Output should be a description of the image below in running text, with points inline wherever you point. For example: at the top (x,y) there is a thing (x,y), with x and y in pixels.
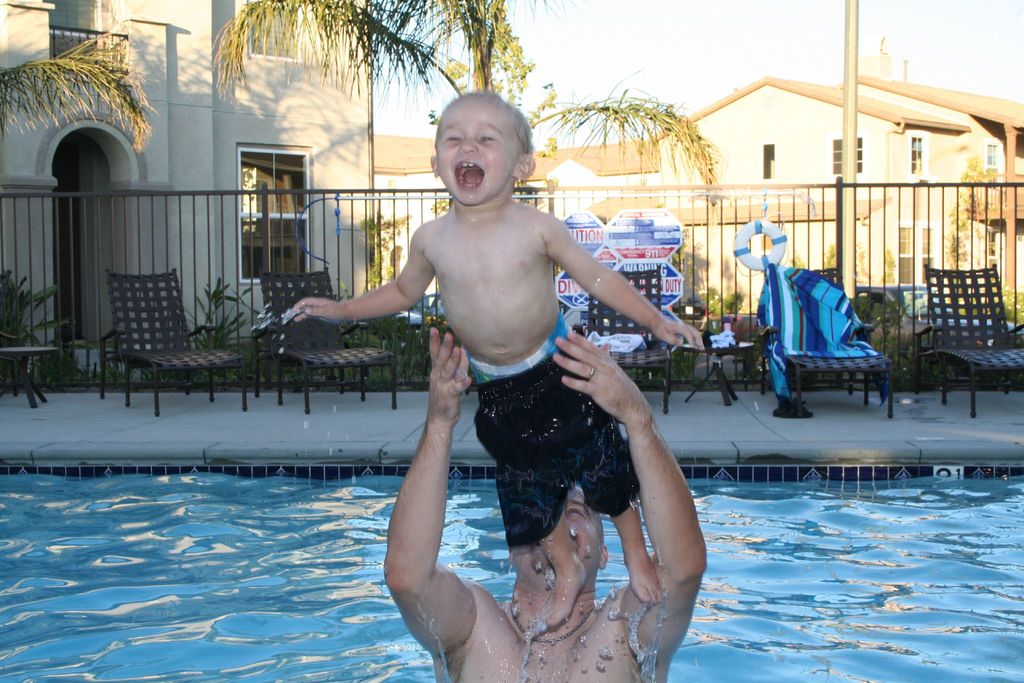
In this picture there is a person (582,536) standing in the water (752,636) and holding the boy (624,512) and the boy (554,310) is shouting. At the back (356,326) there are chairs (961,342) and there is a clothes (838,275) on the chair (867,376). There are plants (384,237), trees (979,187), buildings (536,183) and there is a pole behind the railing (986,239) and there is a poster (628,218) on the railing (1017,189). At the top (754,51) there is sky (764,54). At the bottom (869,598) there is water (831,568).
